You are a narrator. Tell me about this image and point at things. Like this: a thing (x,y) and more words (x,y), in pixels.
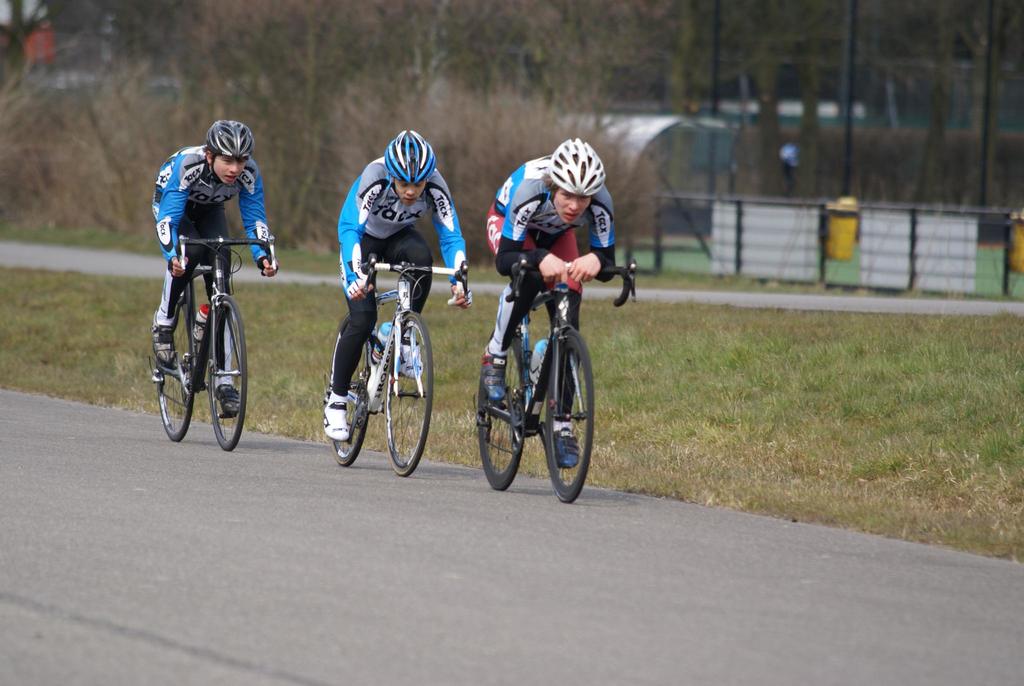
In this image we can see three persons (386,245) wearing sports dress (374,200), helmets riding bicycles (421,352) and in the background of the image (469,115) there are some trees (182,122), fencing (777,238), grass (702,274), iron rods (852,98) and some boards (898,221).
